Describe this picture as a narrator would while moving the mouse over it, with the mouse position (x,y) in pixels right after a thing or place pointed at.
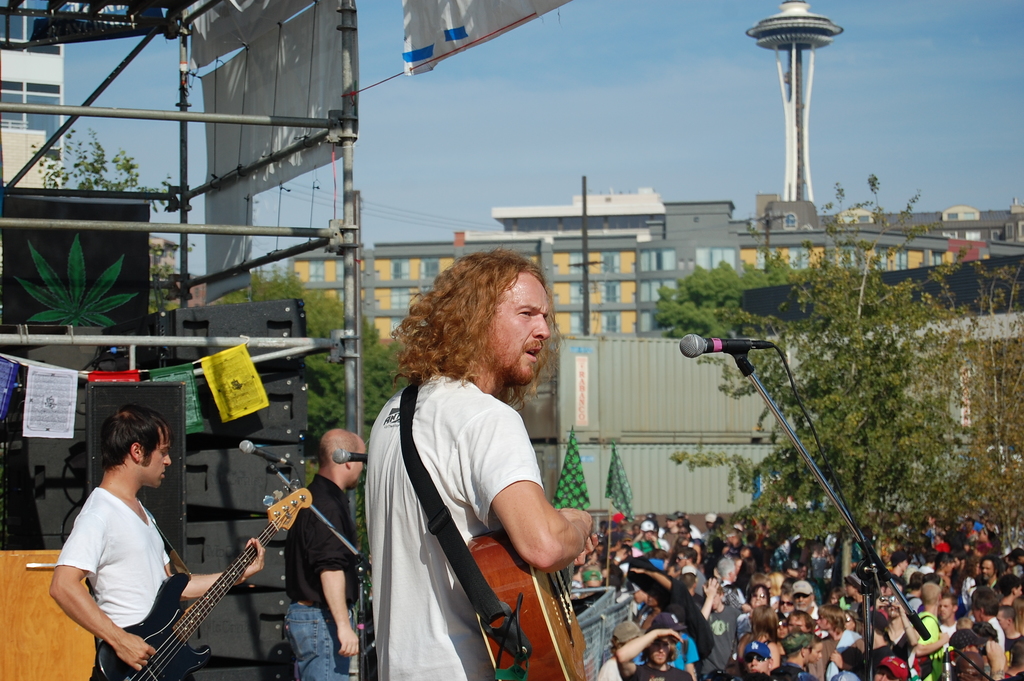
in the picture there are two persons (153,564) playing guitar (310,498) with microphone (277,461) in front of them there are many people (711,548) watching them.
